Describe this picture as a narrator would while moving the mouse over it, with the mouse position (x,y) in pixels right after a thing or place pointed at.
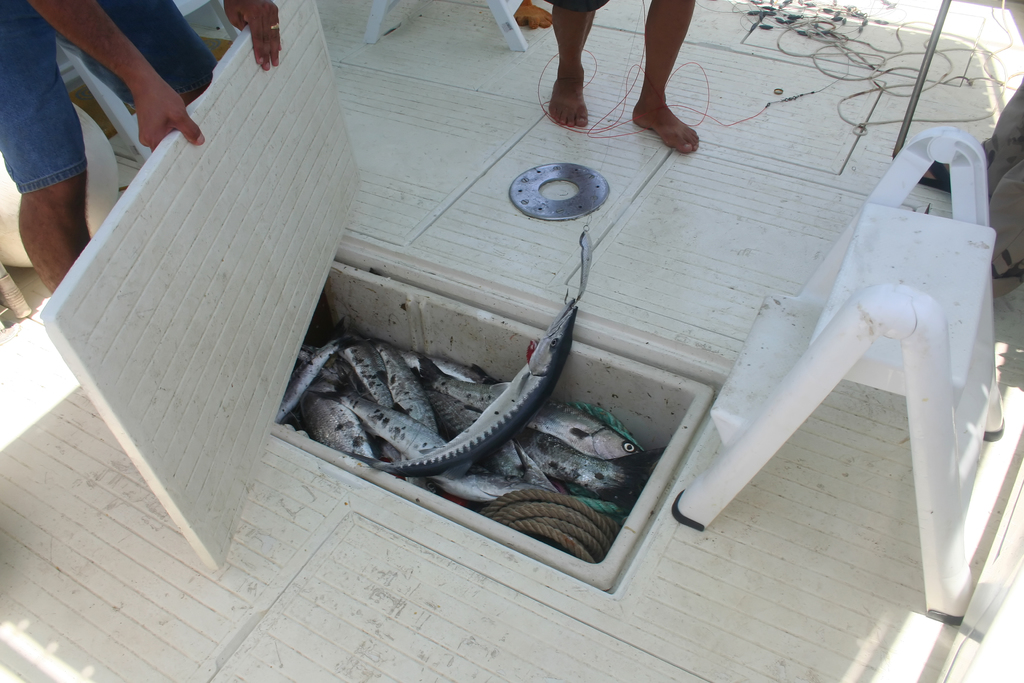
In this image I can see the fish (434,441) which are in silver color. To the side I can see the rope (569,531). To the side of the fish (471,410) I can see two people (158,84). One person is holding the white color board (211,204). To the right (903,363) I can see the ladder (832,366) which is in white color.
